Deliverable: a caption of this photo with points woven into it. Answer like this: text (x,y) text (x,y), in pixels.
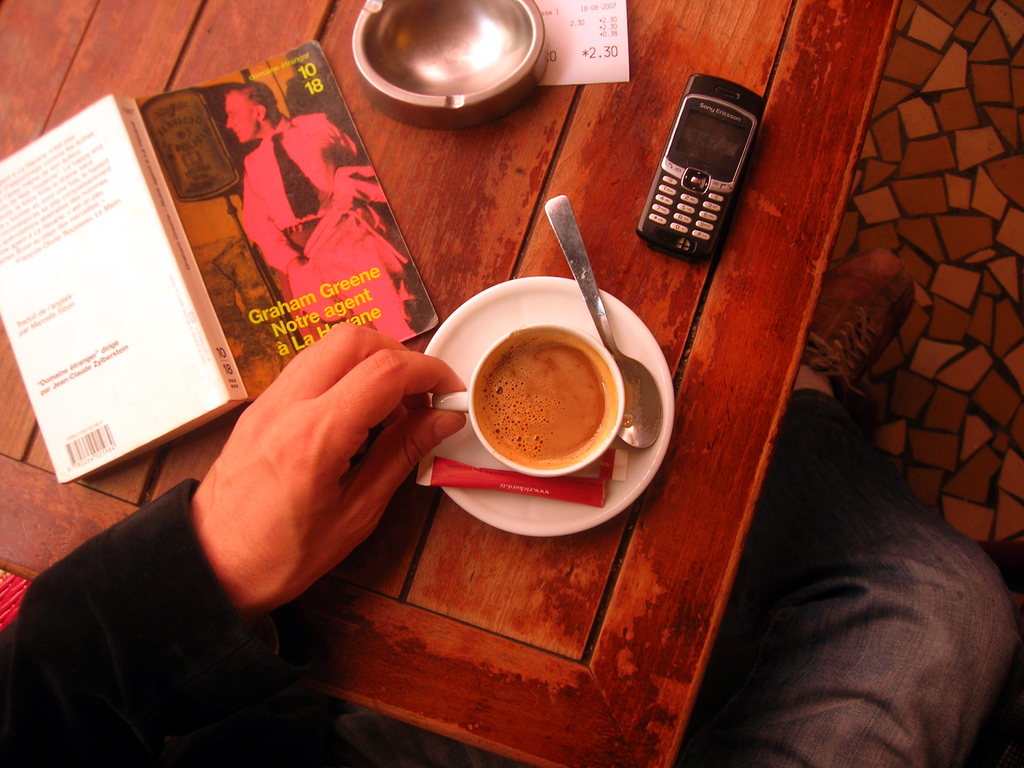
In this picture we can see a person (784,667) holding a cup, table (787,317), mobile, book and a cup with coffee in it.
